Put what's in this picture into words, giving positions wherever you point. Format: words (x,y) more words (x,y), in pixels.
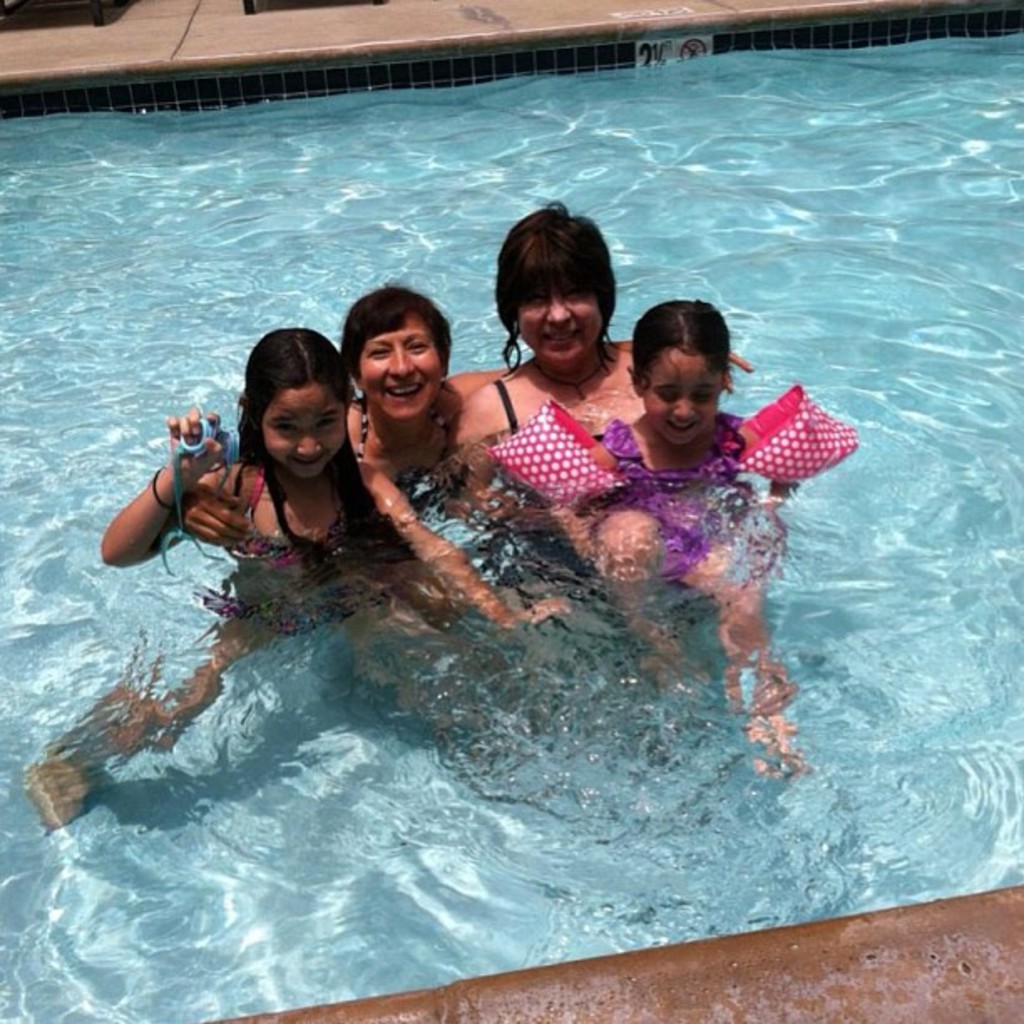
In this image there are persons (313,524) in the water (565,616) smiling.
